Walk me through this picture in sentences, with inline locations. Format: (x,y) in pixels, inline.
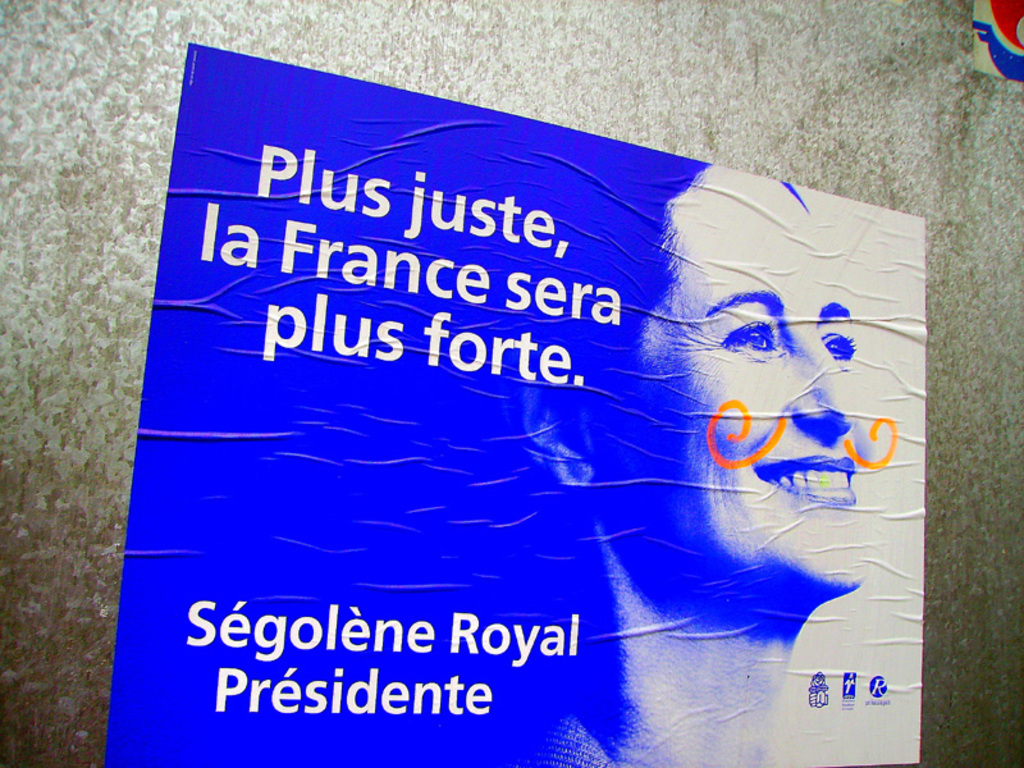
In this image we can see a poster (521,475) with an image (654,448) of a lady (701,571) and also there is text (386,324). In the back (135,130) there is a wall (668,53).
